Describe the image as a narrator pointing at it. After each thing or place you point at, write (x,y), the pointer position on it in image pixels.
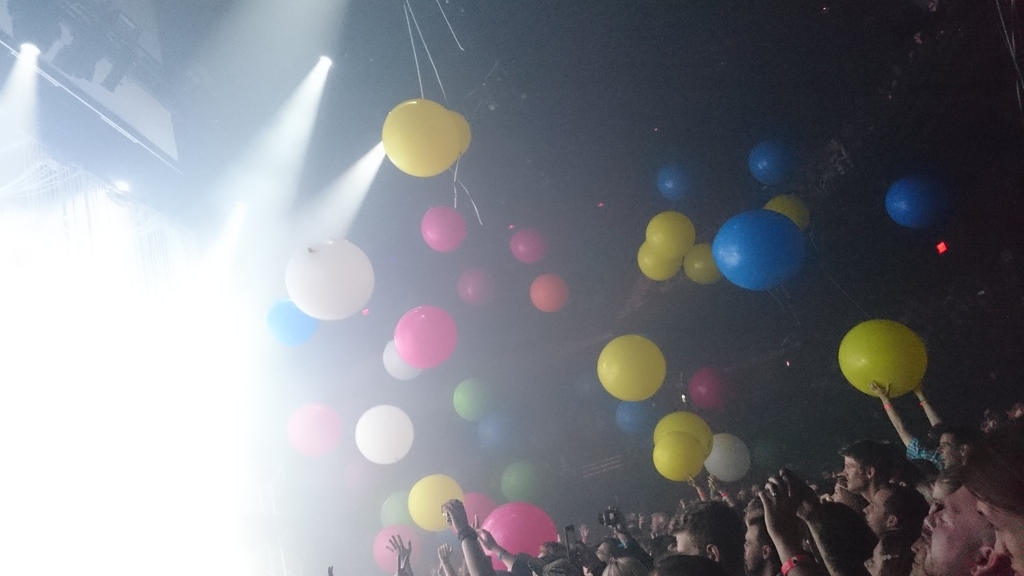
In this picture I can see few people (792,490) at the bottom (770,524), there are balloons (315,300) in the middle (439,250). On the left side (12,83) I can see the lights (314,217).
